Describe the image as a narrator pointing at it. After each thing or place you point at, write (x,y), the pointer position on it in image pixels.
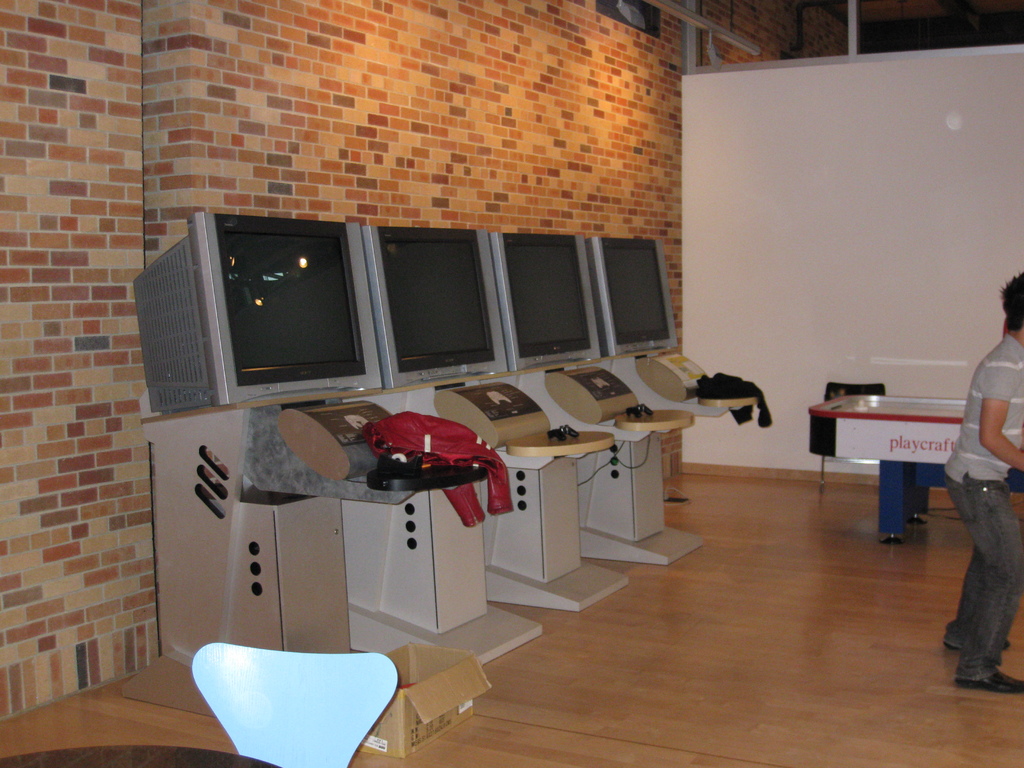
In this image we can see a few televisions (368,325) and some gaming equipments (580,434), a chair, box (438,690) and a man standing in a room (456,436) and in the background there is a brick wall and on the right side (881,250) there is a white color wall (845,223).
